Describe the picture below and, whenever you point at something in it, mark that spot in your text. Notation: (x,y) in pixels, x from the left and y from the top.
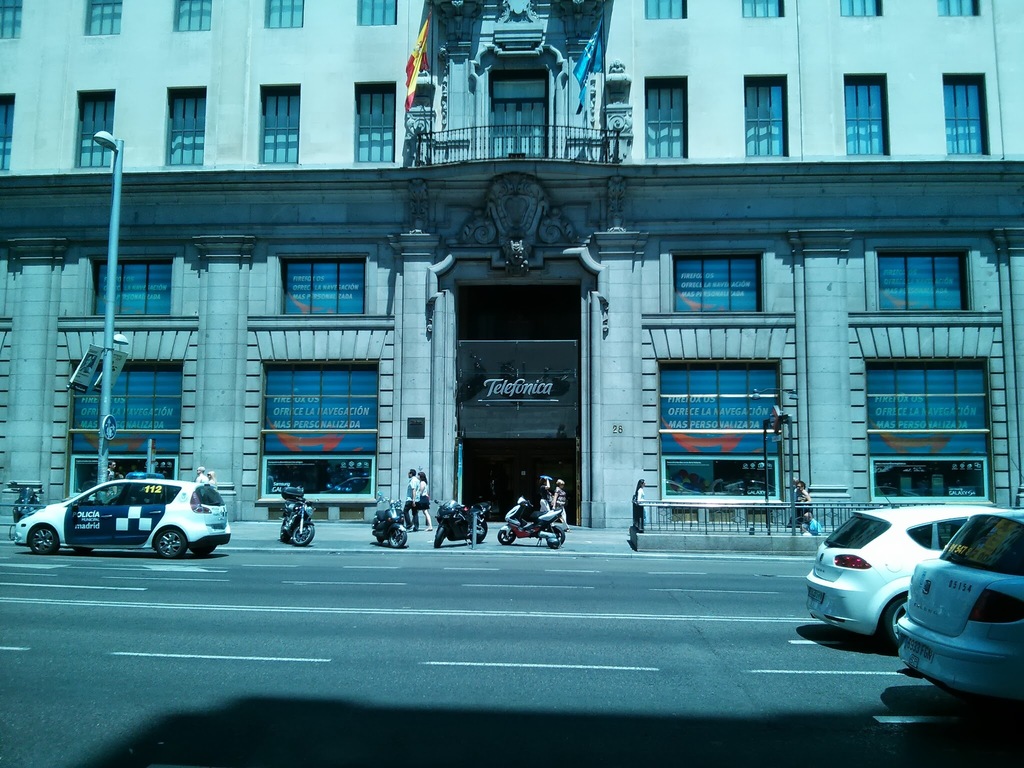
In this image I can see the road (540,608), few vehicles (981,675) on the road (272,572), few motor bikes (295,523), a sidewalk (585,531), few persons (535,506) standing on the sidewalk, the railing (666,506), a pole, few boards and light (114,139) to the pole (120,179) and in the background (289,158) I can see a building (289,158), few banners (322,448) and windows (288,151) to the building (644,56) and two flags (417,43) which are yellow, red and blue in color.
